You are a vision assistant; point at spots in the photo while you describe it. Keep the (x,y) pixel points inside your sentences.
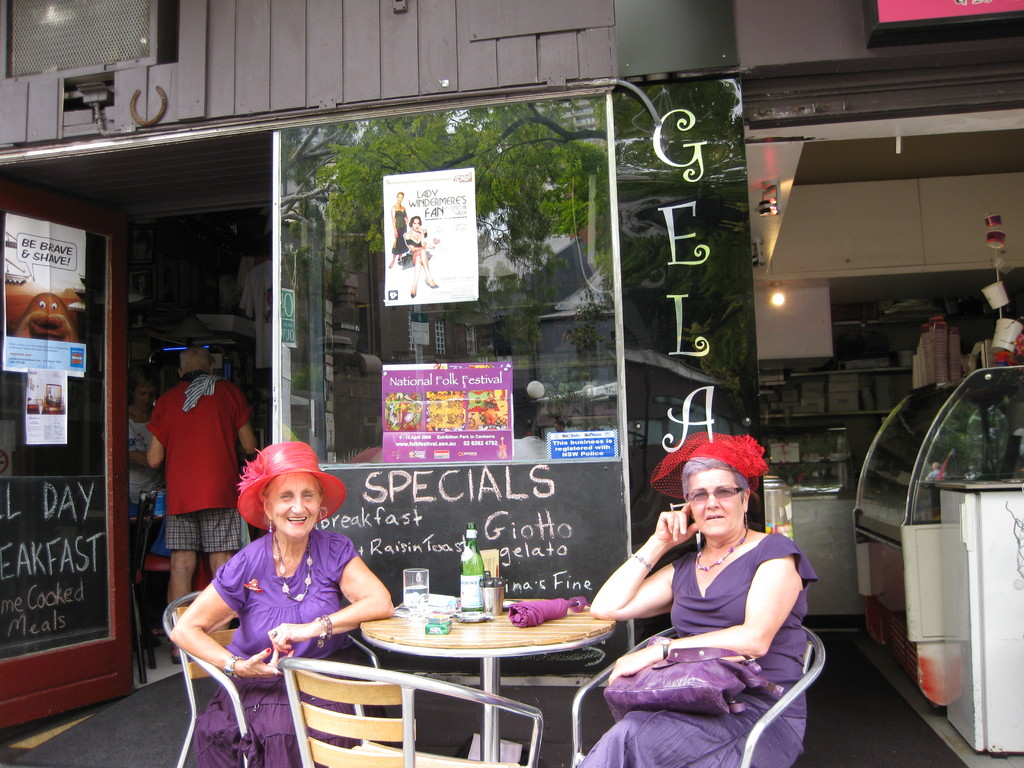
Two old women (314,606) are sitting in chairs (193,688) at tables (380,635). Both are wearing violet color dress (692,610). One wears a red color hat (268,479) and other wears a red veil (671,479). There is purple color napkin (546,614), a bottle (479,599) and some other glasses (423,599) on the table (451,627). There is a display board (368,537) behind them, There is an entrance (231,351) behind them.
